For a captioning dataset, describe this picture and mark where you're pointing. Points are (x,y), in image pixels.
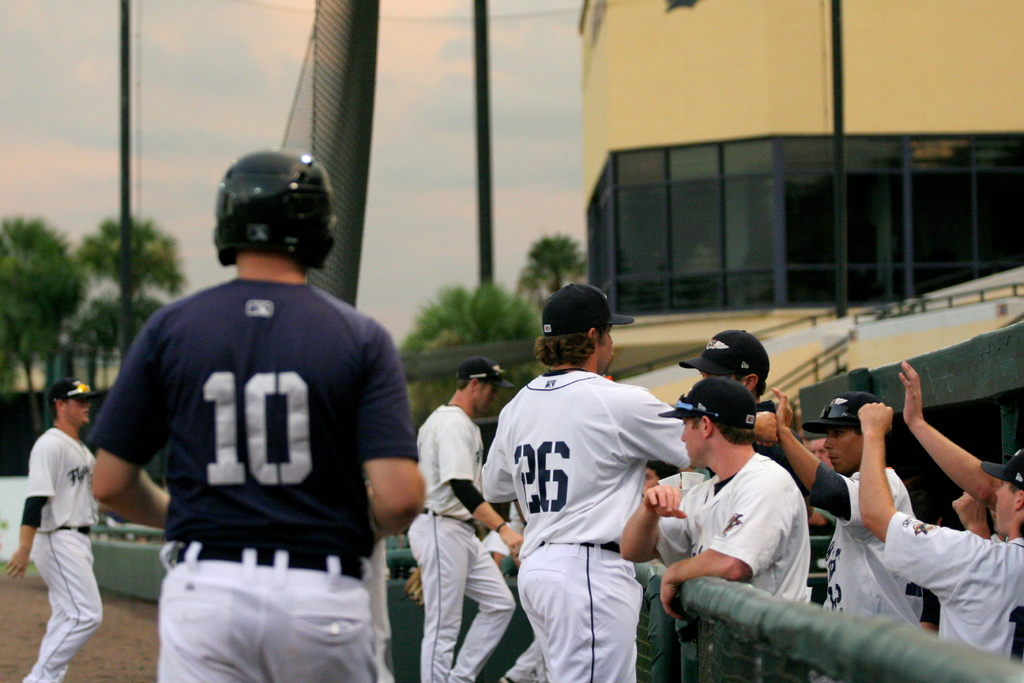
In this picture there are sportsmen (315,433) in the center of the image (629,401) and there is a boundary (744,583) at the bottom side of the image (729,605) and there is a building (675,214) at the top side of the image (835,220) and there are trees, poles (479,58), and a net (332,36) in the background area of the image (355,153).
